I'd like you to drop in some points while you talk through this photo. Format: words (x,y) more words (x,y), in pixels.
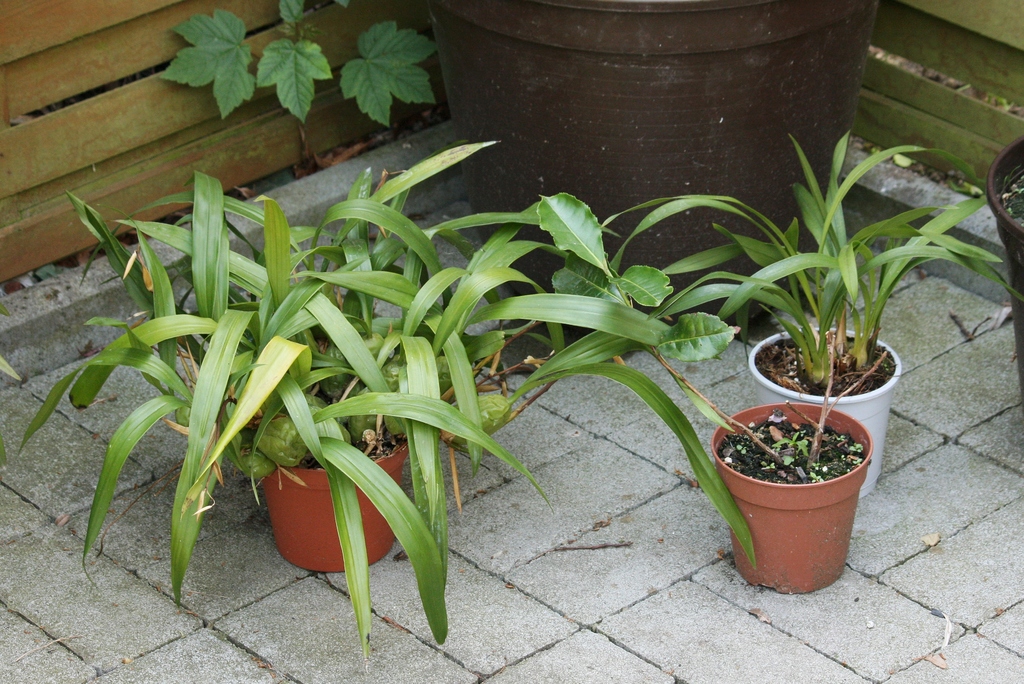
In this picture there are few plant pots (766,409) which has few plants (501,374) placed in it and there is a wooden fence (123,109) in the background (972,57).
